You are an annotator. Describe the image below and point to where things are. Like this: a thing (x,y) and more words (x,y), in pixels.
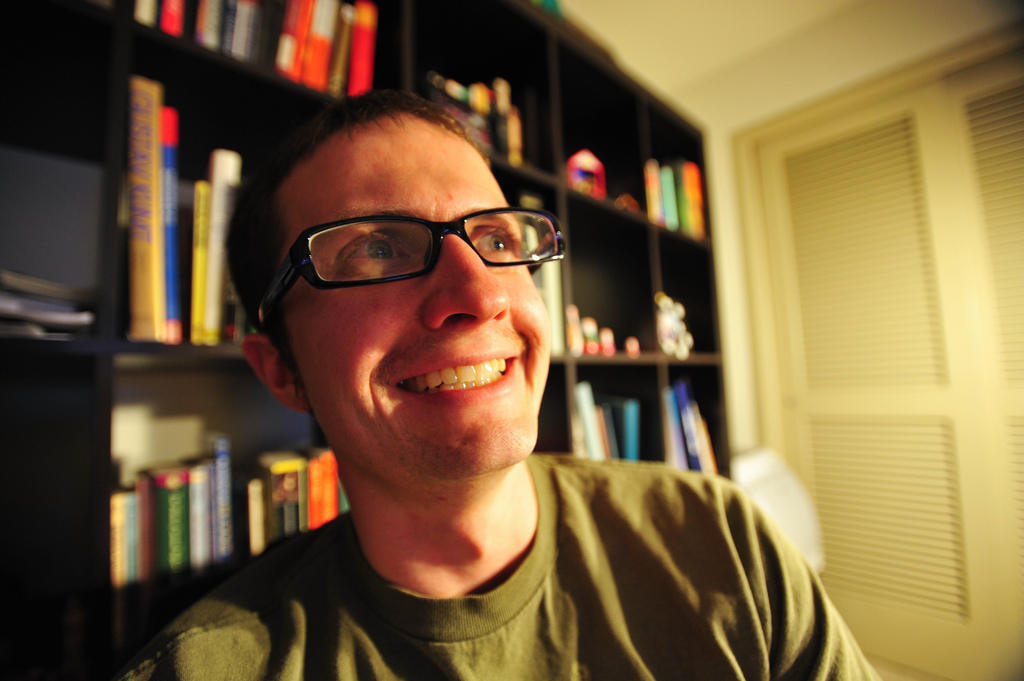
There is one man (468,524) present at the bottom of this image (479,627). We can see books (153,331) arranged in the racks (628,317) which is in the background (158,398). There is a door (933,380) on the right side of this image (906,424).
